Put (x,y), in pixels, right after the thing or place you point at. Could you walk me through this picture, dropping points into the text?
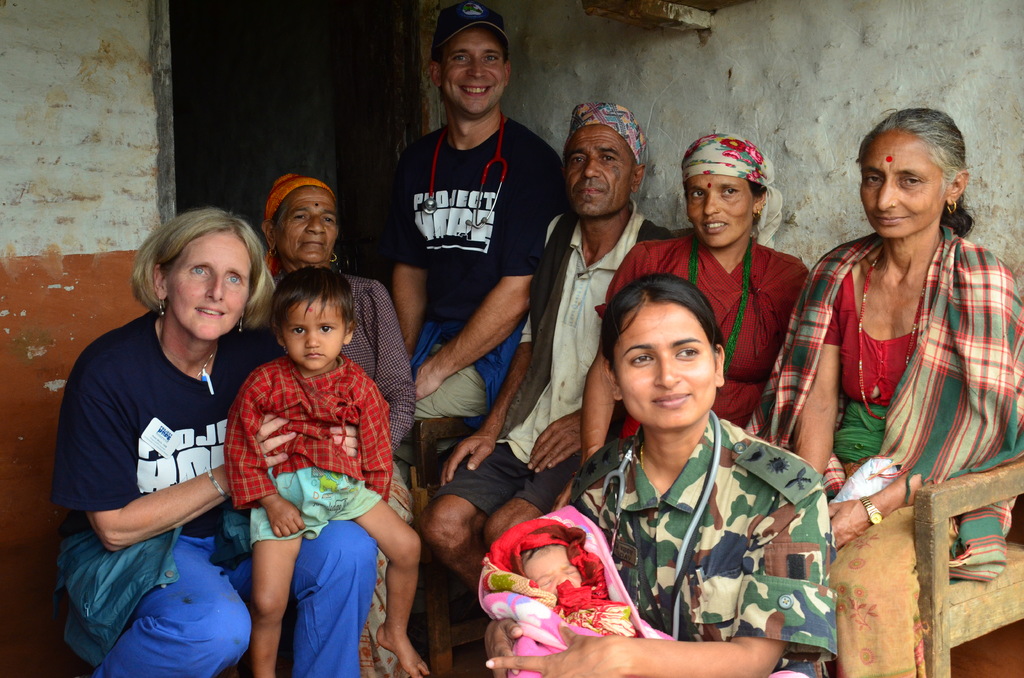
This picture describes about group of people (661,369), they are all seated, in the background (490,231) we can see a man (468,166), he is smiling, and he wore a cap (449,31), and also we can find stethoscopes (431,194).
